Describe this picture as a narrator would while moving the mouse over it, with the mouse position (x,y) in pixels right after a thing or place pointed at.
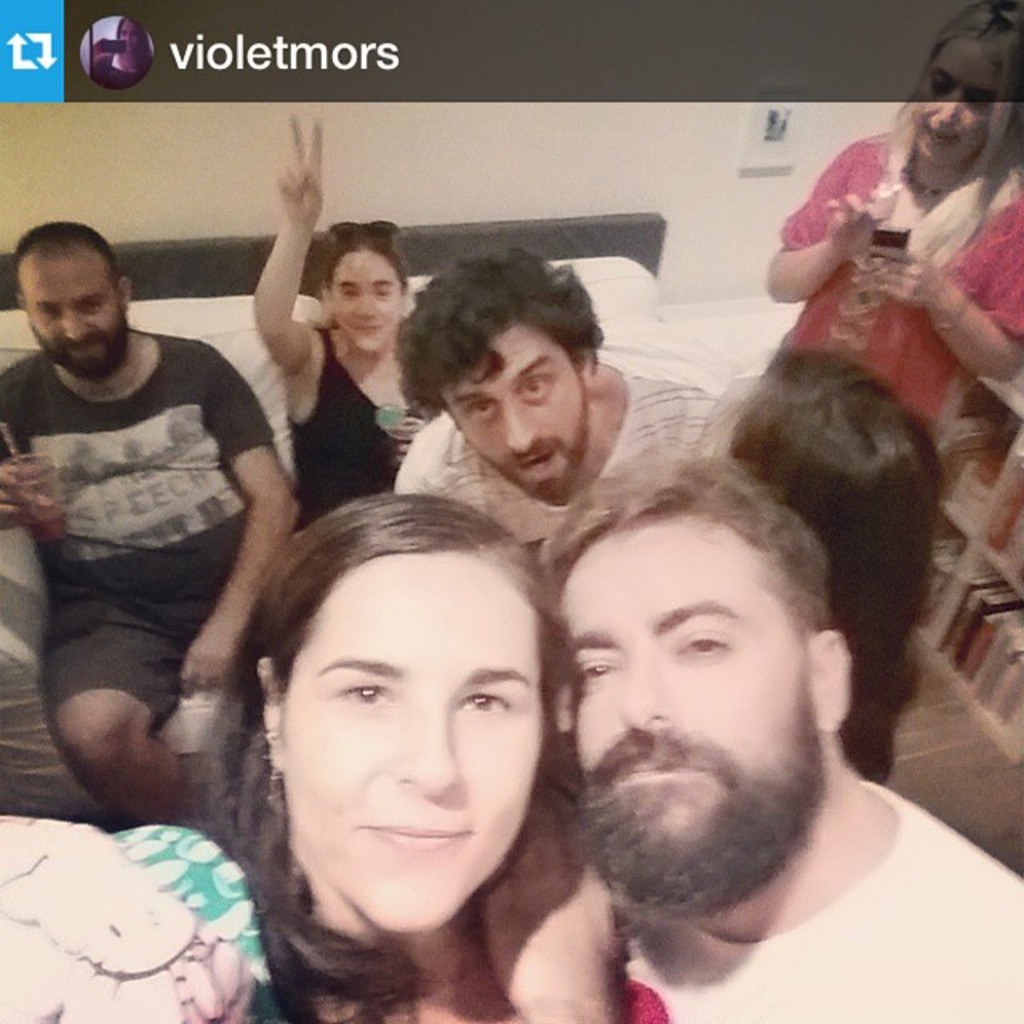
This image consists of few persons (529,646). At the bottom (301,688), there are two persons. In the background (222,204), there is a wall (712,199).
